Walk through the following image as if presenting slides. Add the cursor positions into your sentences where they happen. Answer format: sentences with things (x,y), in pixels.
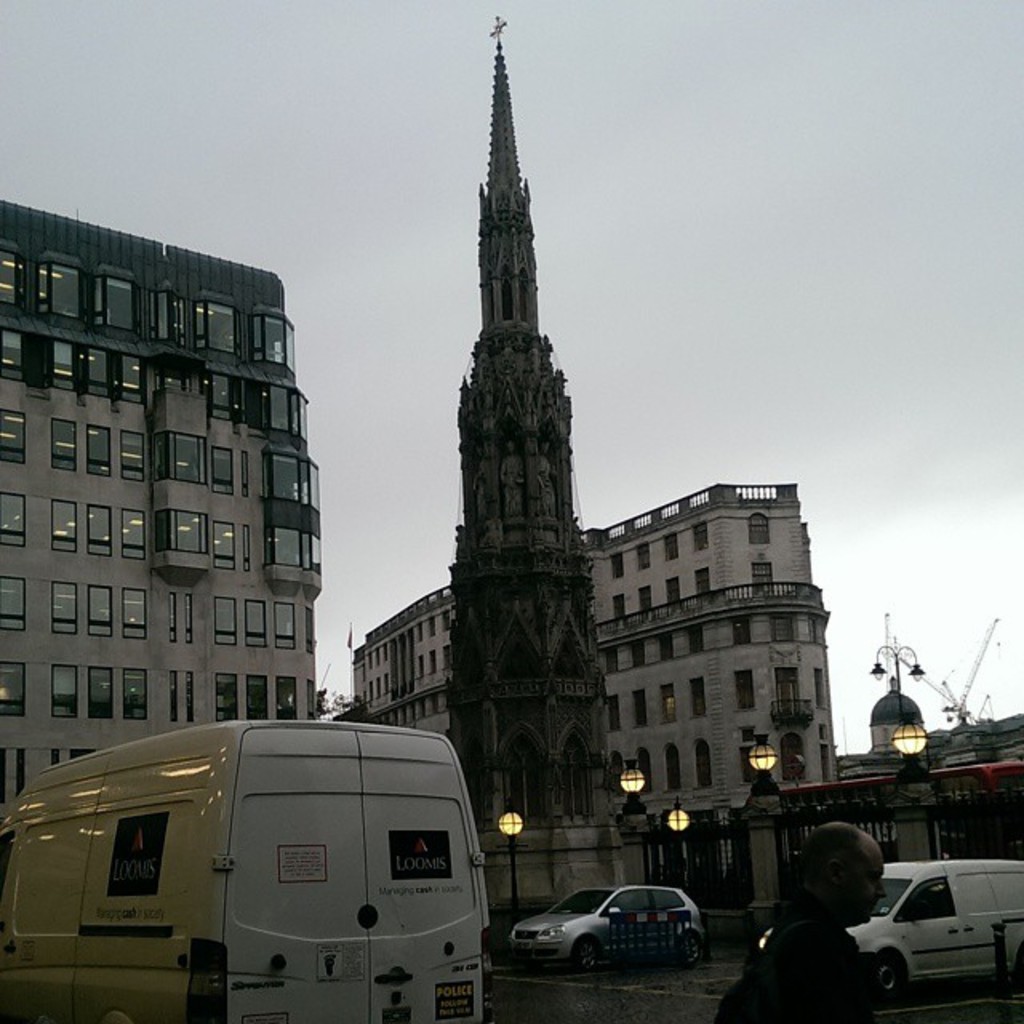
In this image in the front (775,953) is a person (788,962). In the center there are vehicles (550,948) moving on the road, there are poles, gates (702,861). In the background (441,645) there are buildings (698,664) and there is a tower (512,517) and the sky (523,162) is cloudy.
